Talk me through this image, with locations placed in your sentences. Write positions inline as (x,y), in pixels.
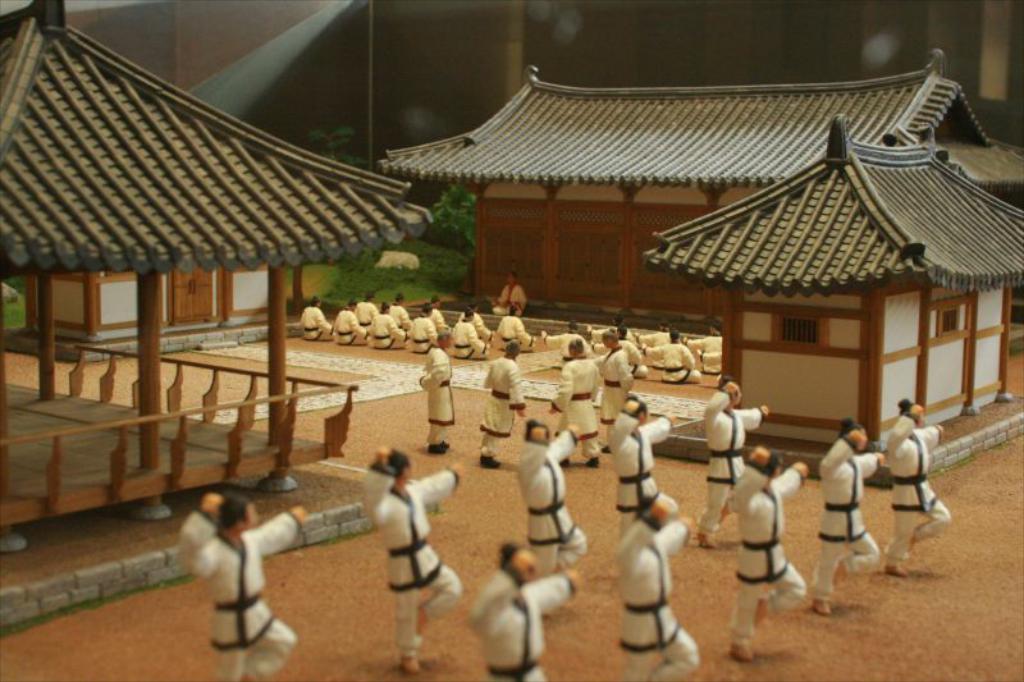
This picture shows few toy houses (573,266) and few men toys (443,375).
